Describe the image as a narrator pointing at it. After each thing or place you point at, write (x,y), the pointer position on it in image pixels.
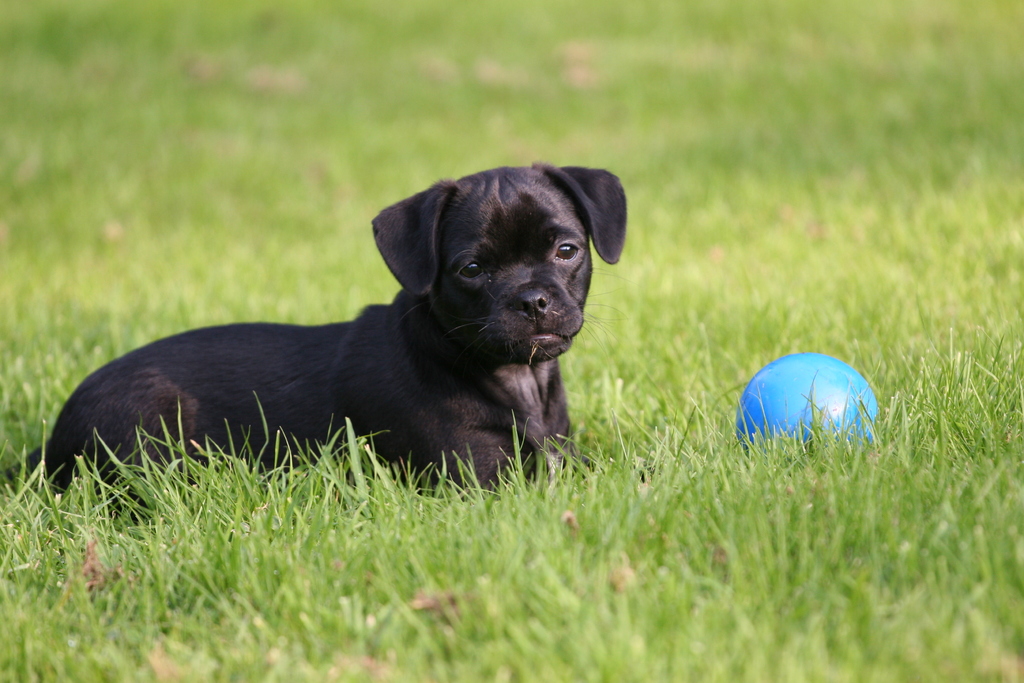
In this picture we can see dog (408,422) and ball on the green grass (274,589). In the background of the image (276,100) it is blurry.
